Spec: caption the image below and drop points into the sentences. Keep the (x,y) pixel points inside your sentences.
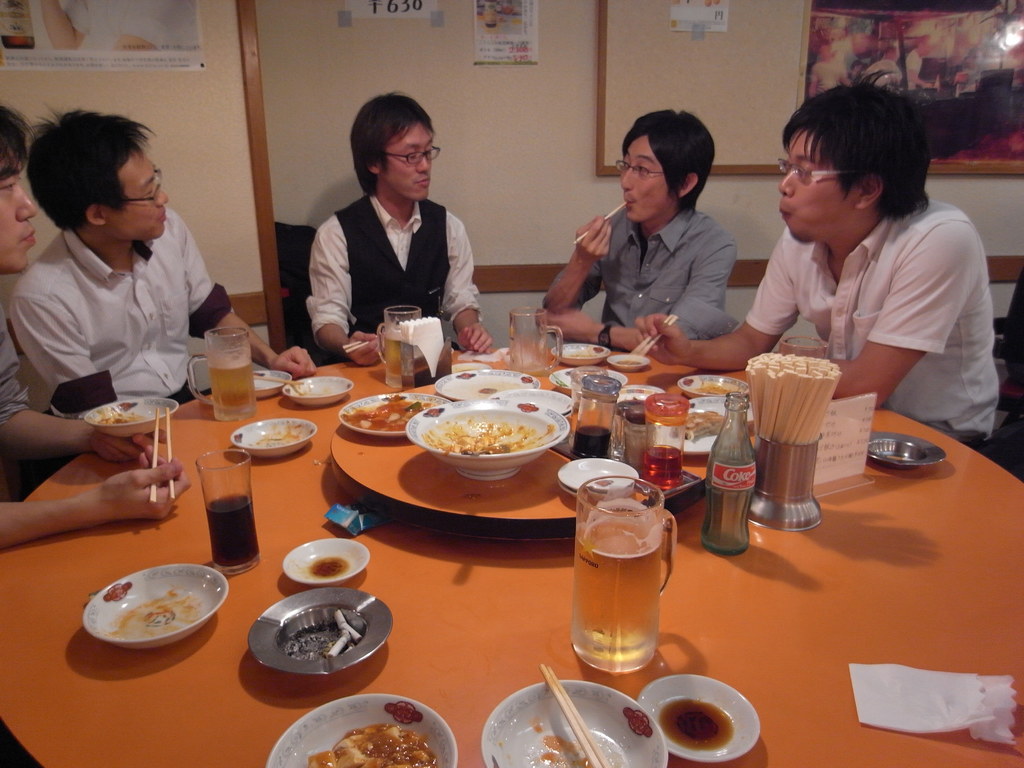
In this image i can see group of people (679,264) sitting there are few glasses (636,638), bowl (516,459) and the dish (507,435) in the bowl (460,407) on the table (466,510) at the back ground (720,72) i can see a paper (512,54) attached to a wall (528,137) and a board (637,96).
